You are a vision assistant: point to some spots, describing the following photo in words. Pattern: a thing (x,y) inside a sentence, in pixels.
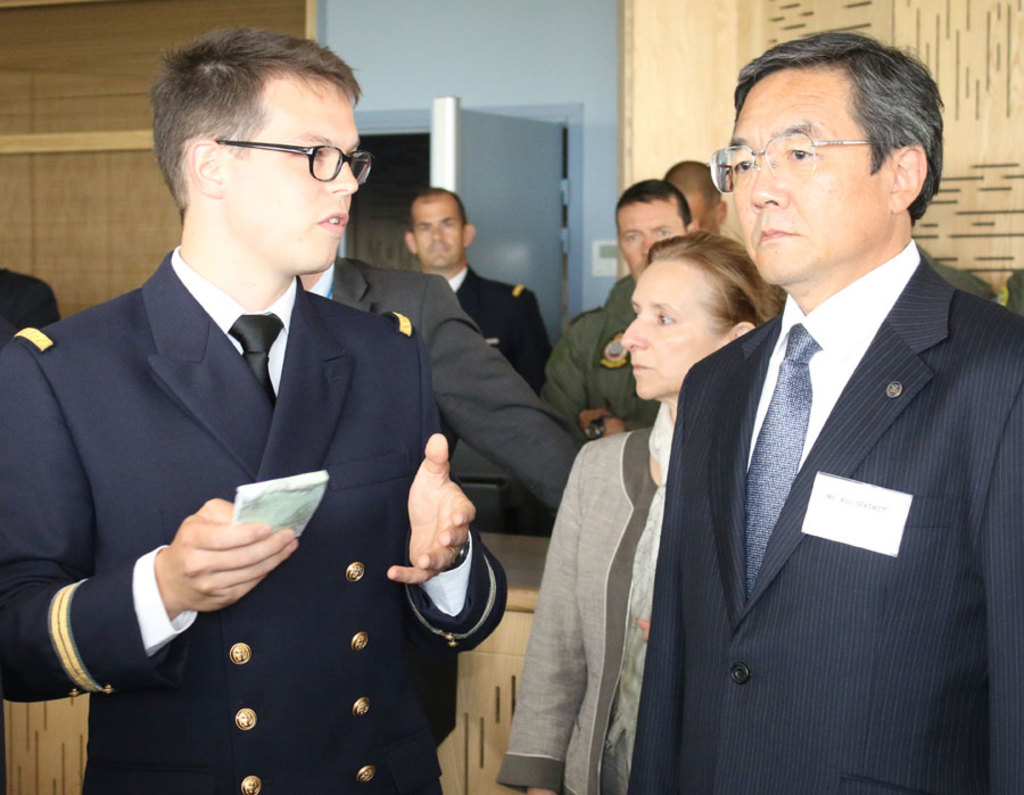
In this image we can see some group of persons (528,447) wearing suits (44,425) standing and in the background of the image (428,98) there is a wall (428,98) and door (490,191).
